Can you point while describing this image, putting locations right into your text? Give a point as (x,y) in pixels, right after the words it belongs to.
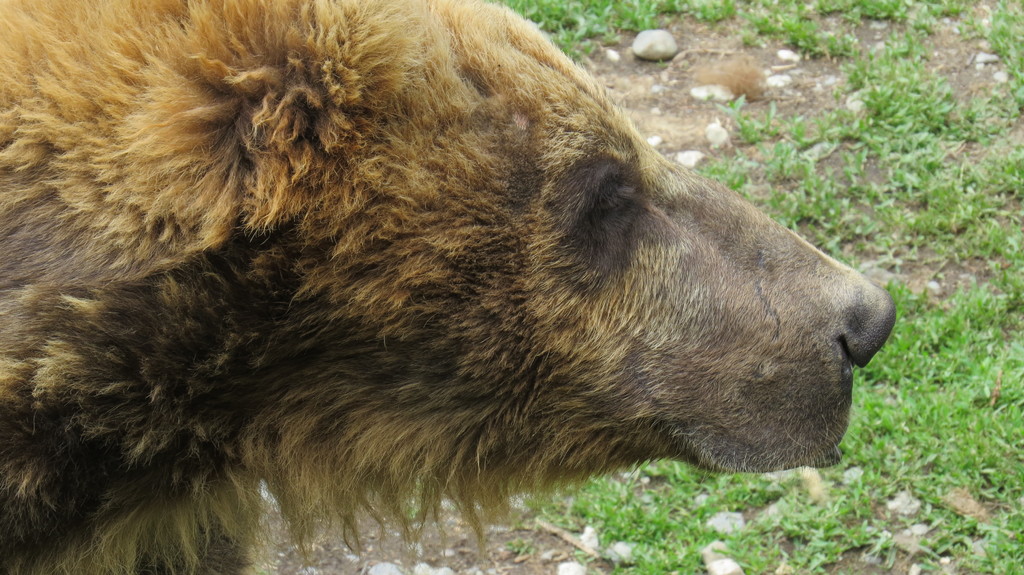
In this picture, we can see an animal (602,213), and the ground (744,147) with grass (860,462), and stones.
